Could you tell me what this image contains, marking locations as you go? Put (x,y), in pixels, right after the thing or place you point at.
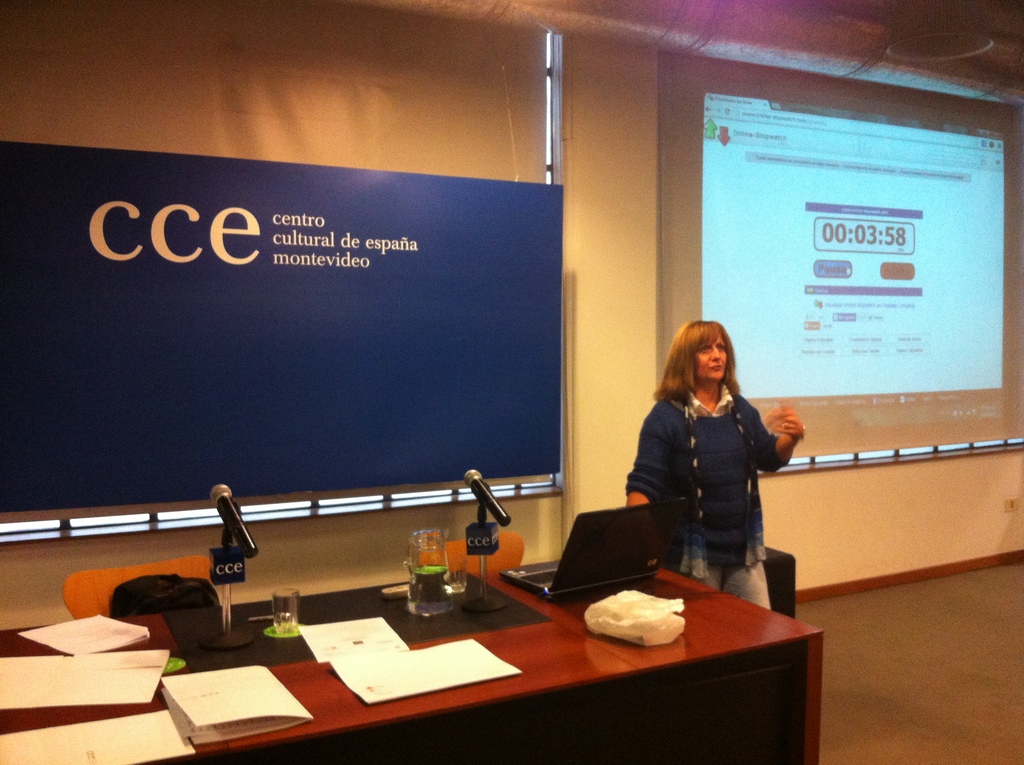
Here we can see a woman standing on the floor (947,677). This is table (433,717). On the table (304,701) there are glasses (457,583), jar (430,597), and papers (388,636). These are the mikes (480,513). On the background (391,555) there is a wall (436,518). This is screen (711,313) and there is a banner (353,326). And these are the chairs (103,597).
